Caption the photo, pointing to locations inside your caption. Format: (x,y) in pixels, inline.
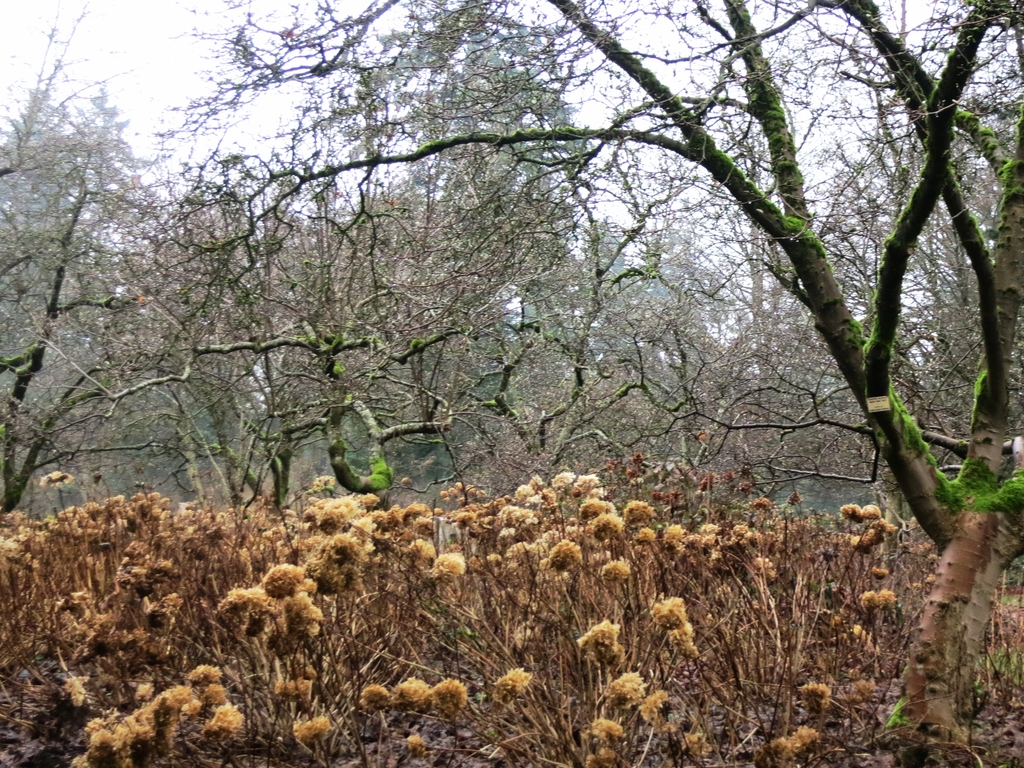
In this image we can see plants (73,509), trees (103,203) and in the background of the image (188,134) there is cloudy sky (72,44).
